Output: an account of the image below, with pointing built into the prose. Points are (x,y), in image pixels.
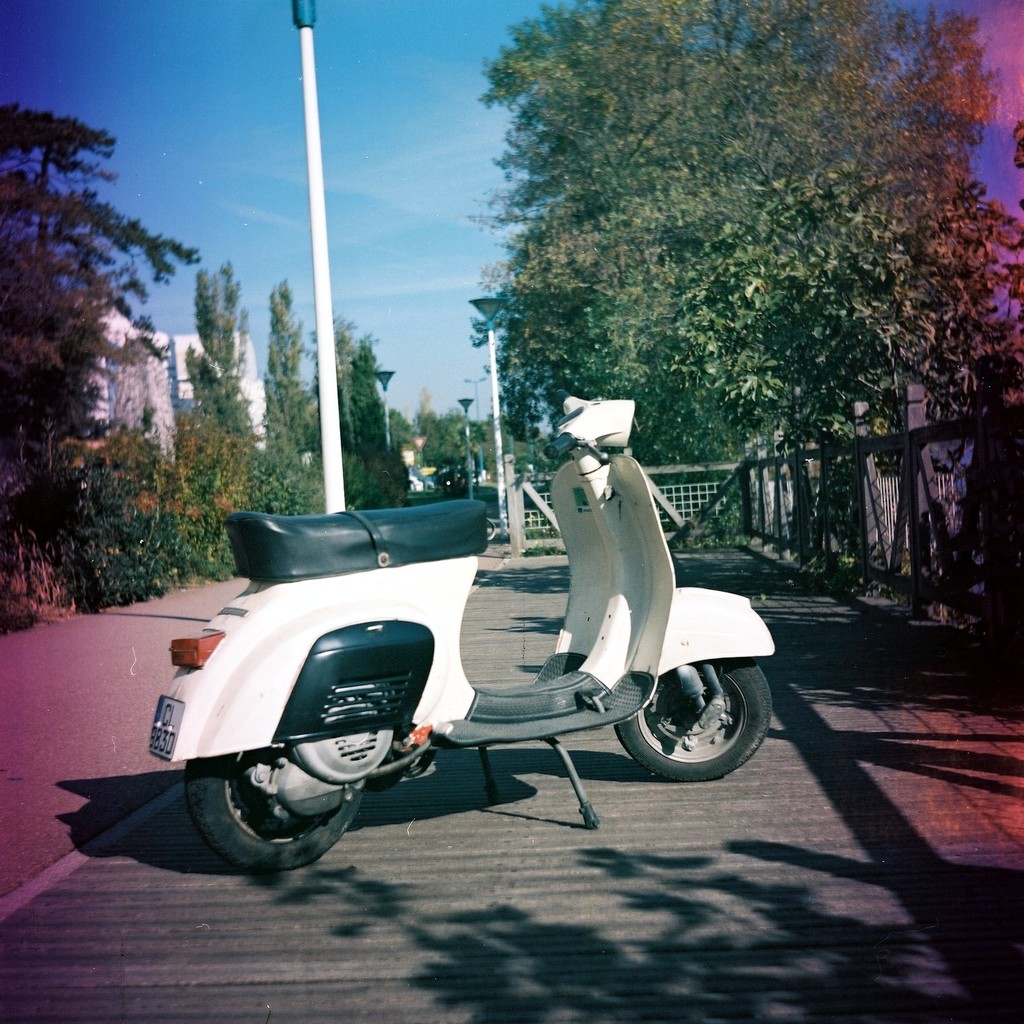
In this image we can see some poles (327,264), lights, a motorcycle (477,555), there are some plants (133,459), trees (748,402), fencing (755,466), also we can see the sky (355,161).
